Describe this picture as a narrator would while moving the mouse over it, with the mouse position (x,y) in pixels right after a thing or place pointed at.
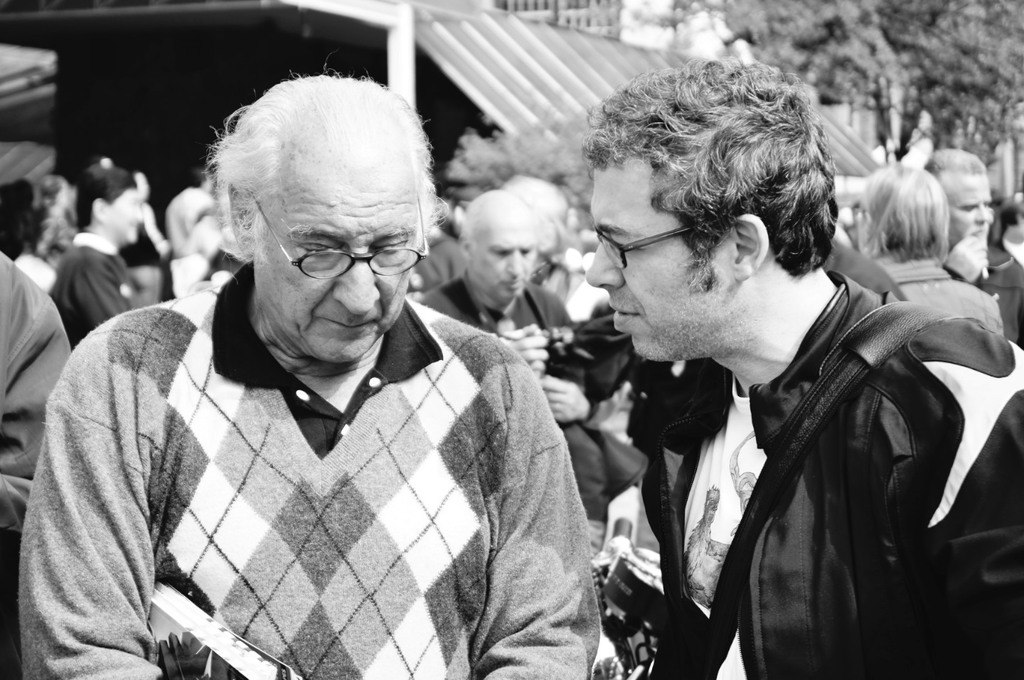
This is a black and white picture. Here we can see people (450,476), roof (476,61), and trees (956,75).
